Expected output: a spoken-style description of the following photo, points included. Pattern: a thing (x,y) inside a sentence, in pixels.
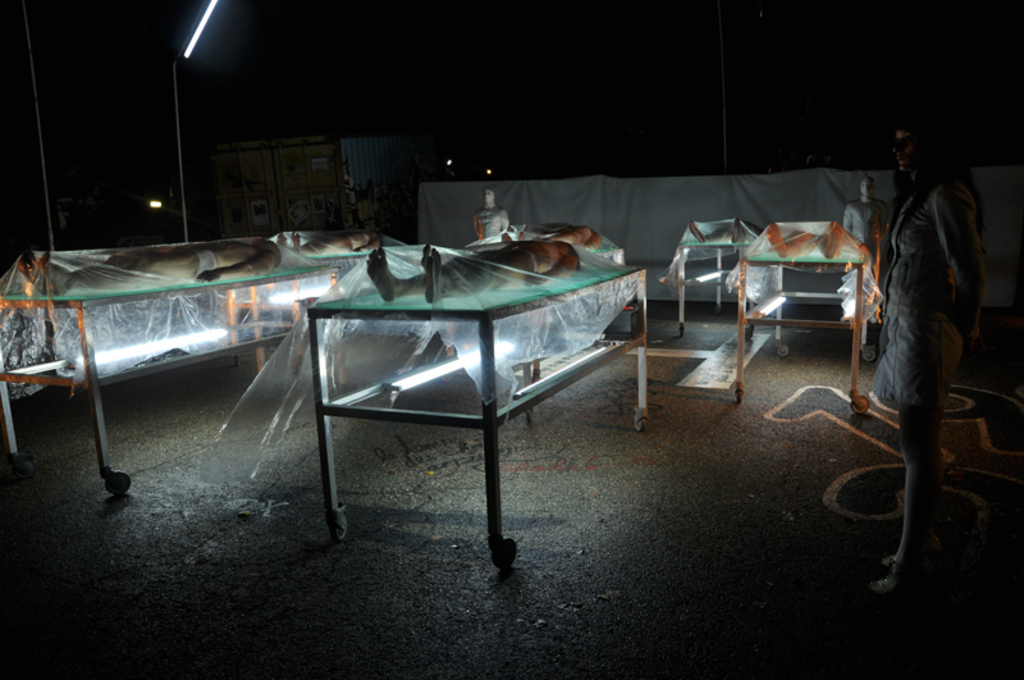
Here we can see a group of dead bodies (778,248) present on the stretcher (195,356) and they are covered with plastic cover (453,299) and at the right side (952,230) we can see a woman (952,230) standing.
